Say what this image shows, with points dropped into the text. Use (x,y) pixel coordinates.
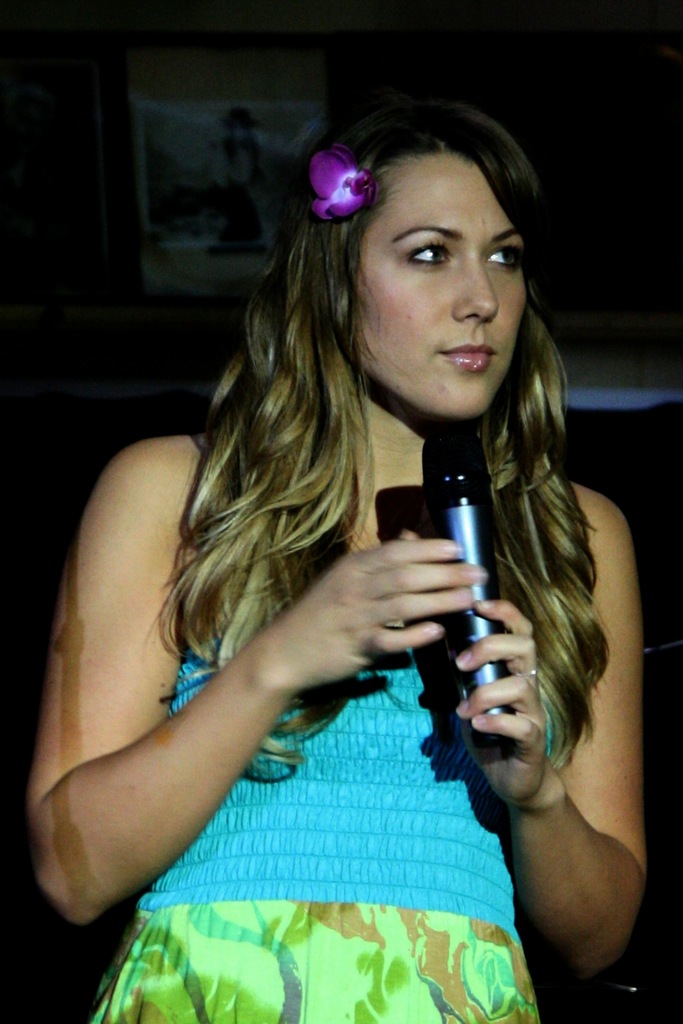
In this picture we can see a woman (378,497), she is holding a microphone (436,447) in her hand (433,544).
